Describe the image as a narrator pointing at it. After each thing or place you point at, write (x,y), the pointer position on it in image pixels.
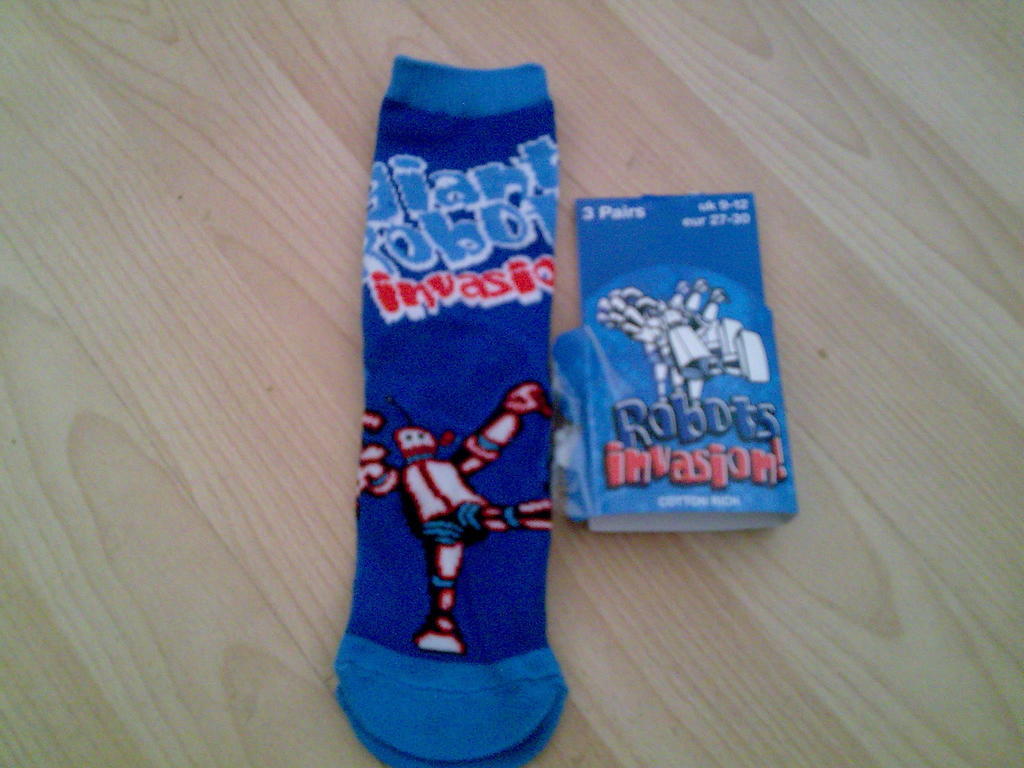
In this image we can see a socks (397,328) with a cartoon print (385,484) on it and beside it we can see a paper (624,263) where there is a word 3 pairs and robot invasion.
